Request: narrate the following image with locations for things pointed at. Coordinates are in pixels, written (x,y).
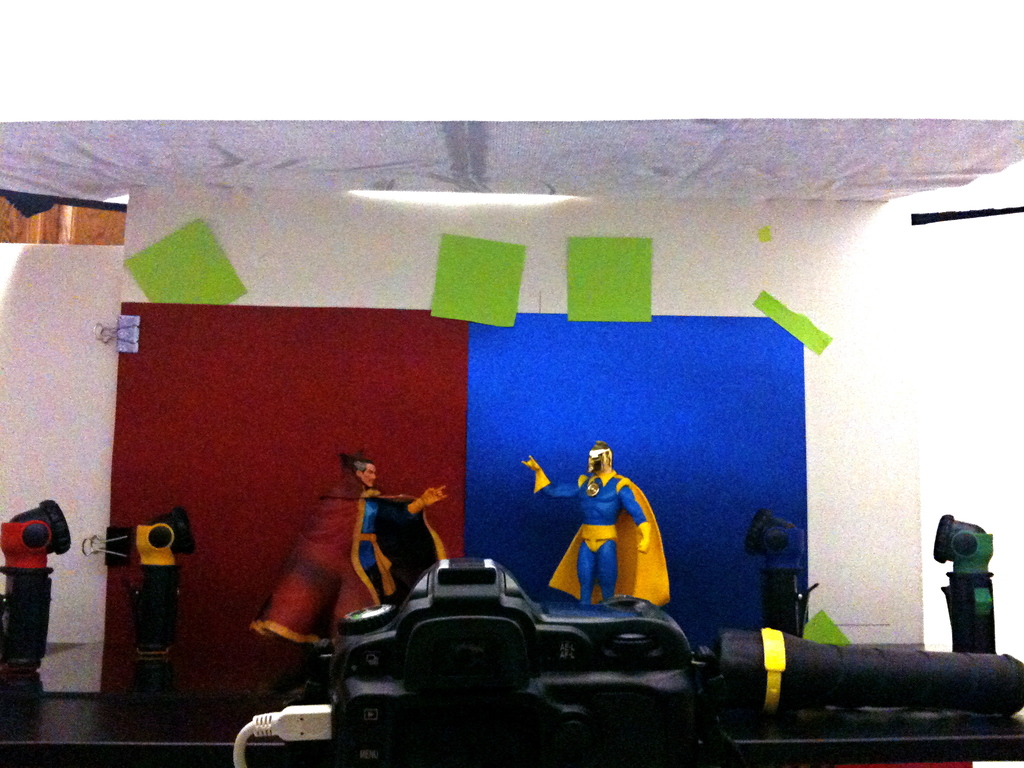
In this picture we can see superhero toys (606,449), paper clips (109,532), colorful papers (609,285) and other things (435,573) kept on a table (126,705).
